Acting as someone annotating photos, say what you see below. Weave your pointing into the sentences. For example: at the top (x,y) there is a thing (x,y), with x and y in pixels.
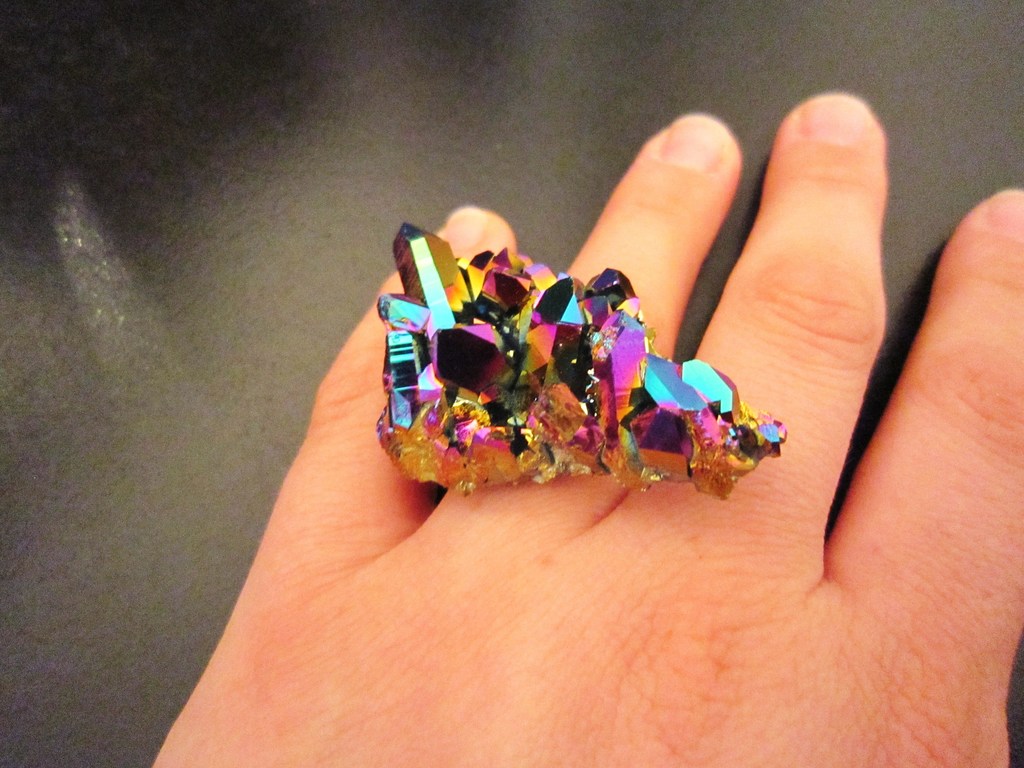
In this image I can see an object (627,375) on a person's hand (580,538).
